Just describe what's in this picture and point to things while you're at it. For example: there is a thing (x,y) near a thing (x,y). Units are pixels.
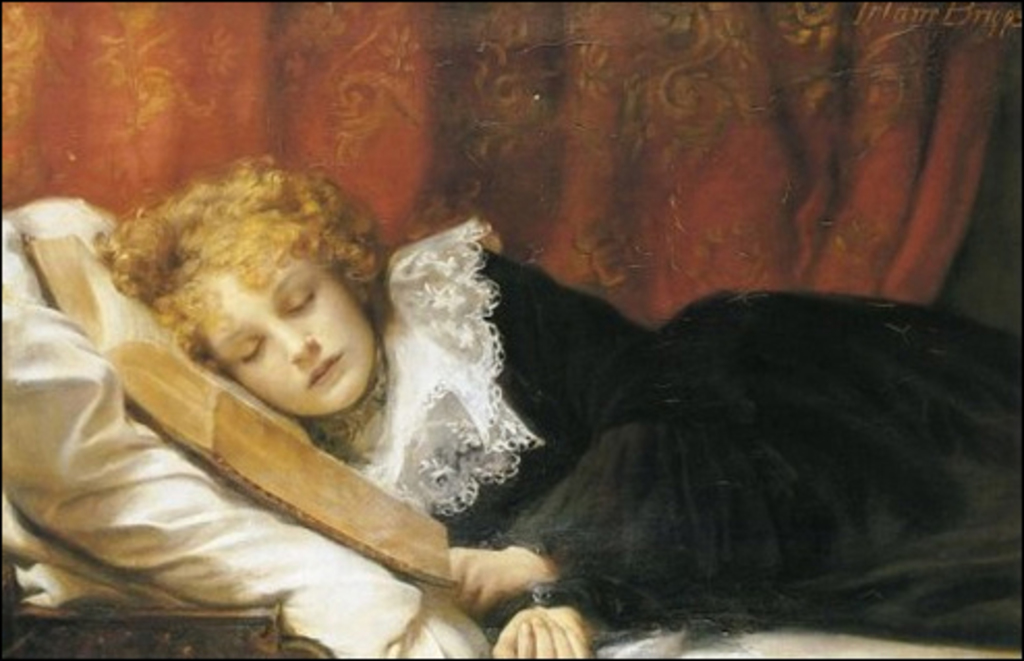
In this image we can see a person (629,409) lying on the bed (411,584) and a book (182,429) on the bed (299,539) and curtain (282,68) in the background (715,128).
